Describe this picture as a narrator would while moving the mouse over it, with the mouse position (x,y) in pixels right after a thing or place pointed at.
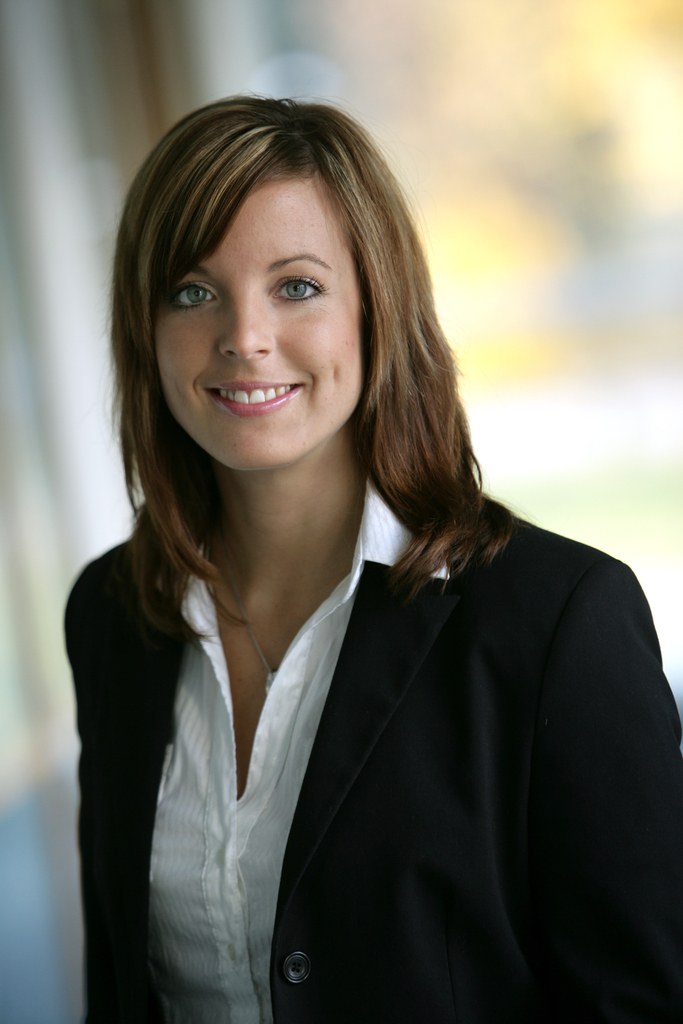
In the foreground of this picture (348,498) we can see a woman (199,514) wearing a black color blazer (364,843) and smiling and seems to be standing. The background of the image (69,78) is blurry.
